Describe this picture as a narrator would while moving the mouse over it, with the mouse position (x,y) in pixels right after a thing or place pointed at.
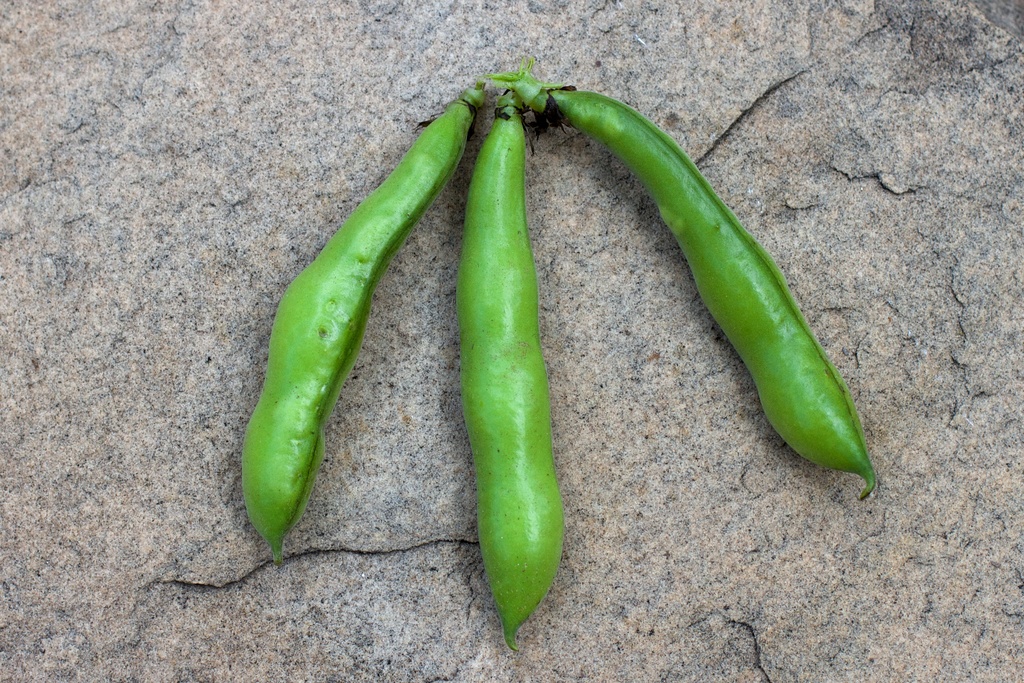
In this picture we can see three green peas (282,422) placed on a rock platform (596,294).
